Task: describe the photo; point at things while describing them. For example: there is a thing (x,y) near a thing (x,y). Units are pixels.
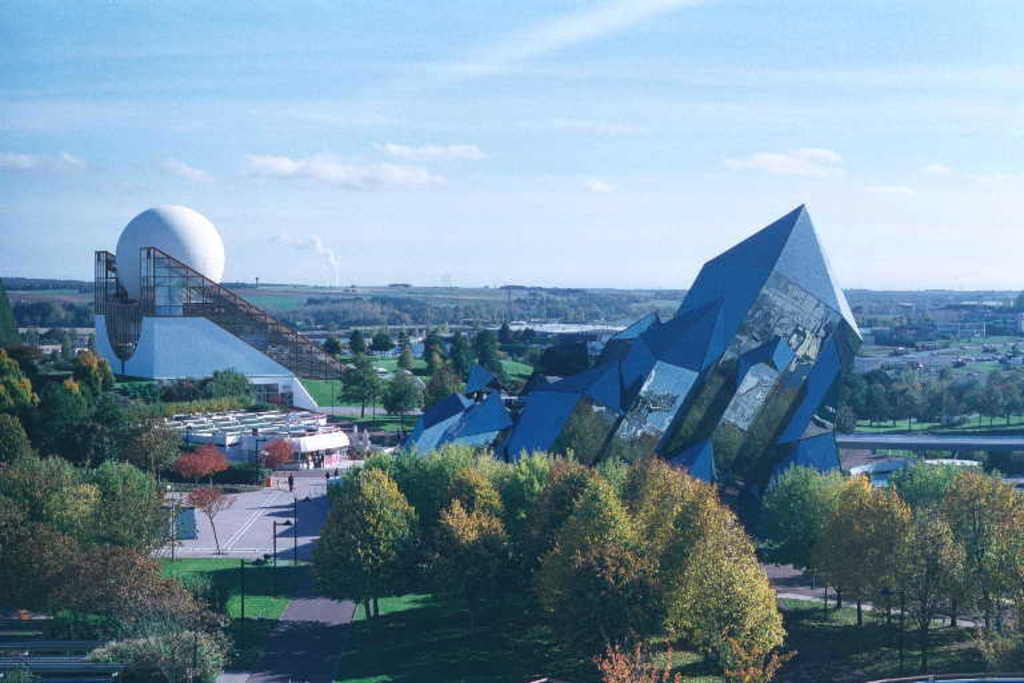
In this image there are trees (490,577) and architectures (265,385) and the sky (368,180).
